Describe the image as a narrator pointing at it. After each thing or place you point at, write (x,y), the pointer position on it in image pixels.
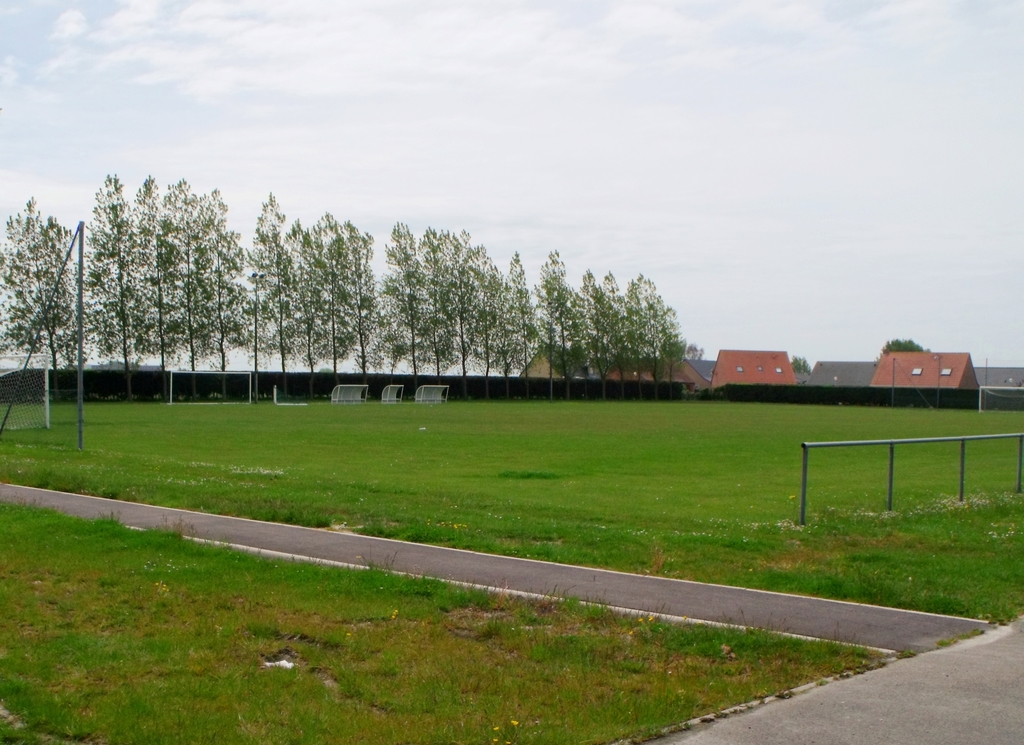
In this picture I can see grass (770,412), goal posts (19,384), trees (345,292), buildings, and in the background (726,152) there is the sky (1016,56).
